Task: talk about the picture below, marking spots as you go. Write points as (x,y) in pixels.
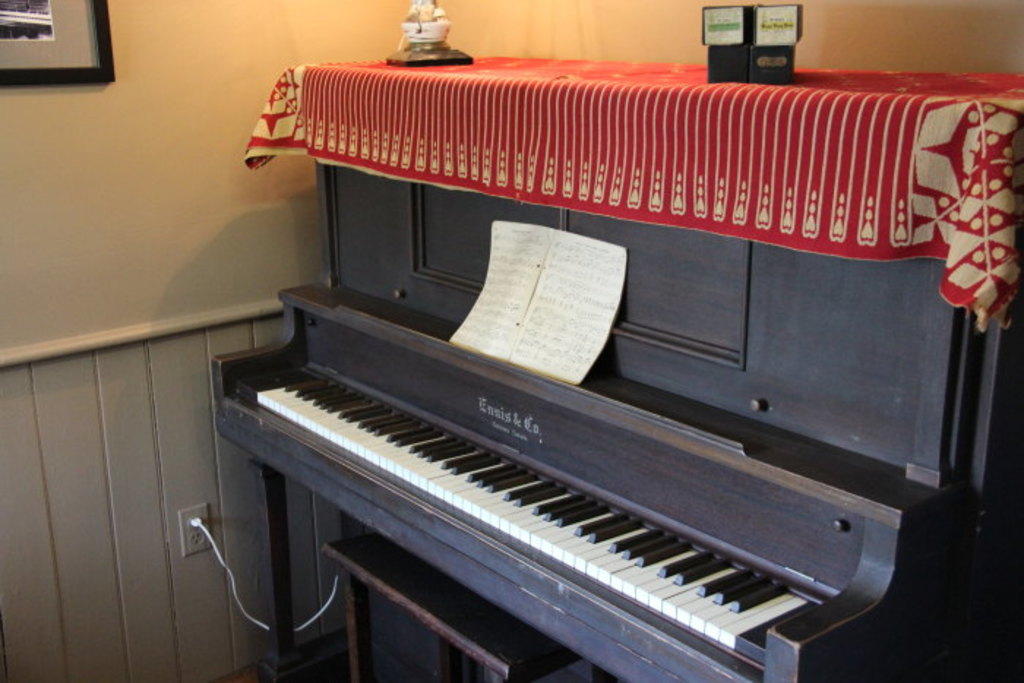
In this picture there is a piano (607,548), a cloth (432,110) on piano (661,258) and there is a book (475,336), also photograph (64,20) on the wall (82,103).
